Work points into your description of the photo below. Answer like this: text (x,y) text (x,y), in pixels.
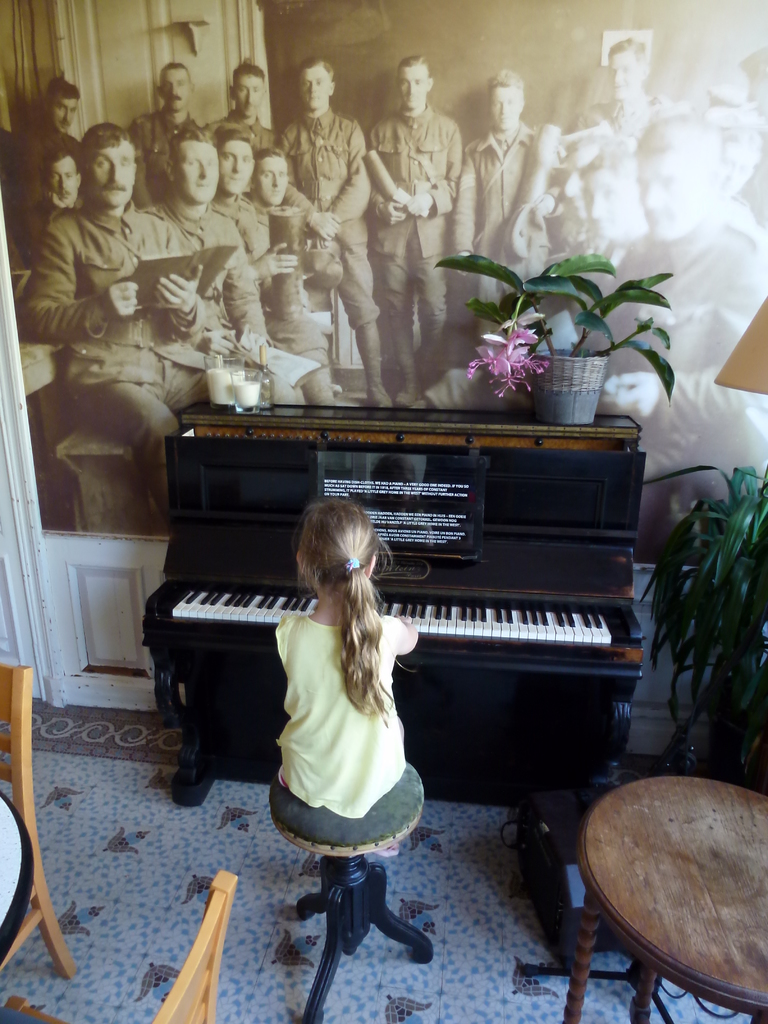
This girl (375,692) is sitting on a chair (388,823). In-front of this girl (340,611) there is a keyboard (519,630). Above this musical keyboard (371,432) there is a plant (560,363). A poster (562,339) is attached to a wall (134,558). In this poster (383,125) there are persons (177,188) sitting on chair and some are standing. This is a plant (709,524). This is table (651,827).
